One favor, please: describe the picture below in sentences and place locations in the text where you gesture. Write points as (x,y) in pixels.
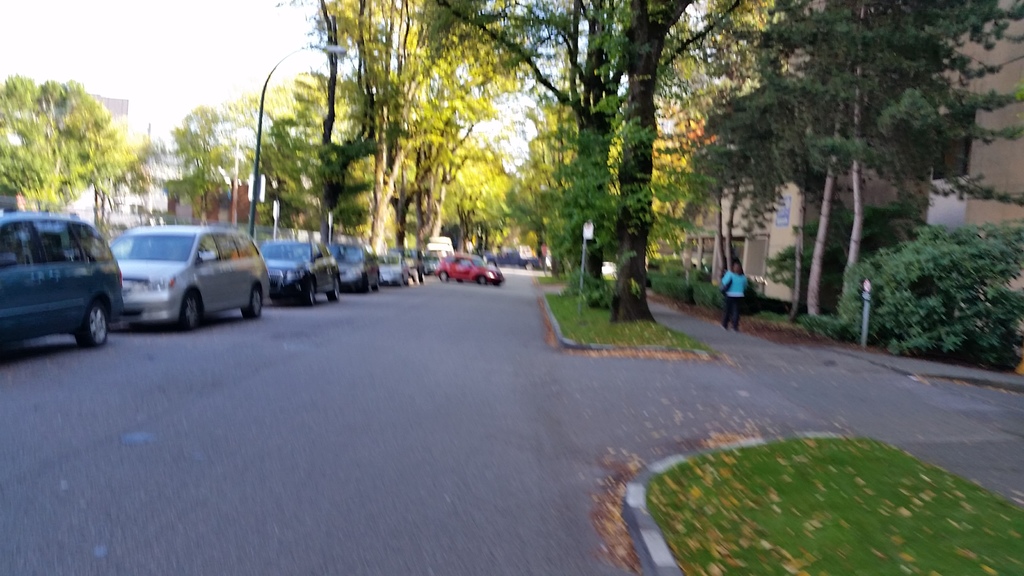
In this image I can see on the left side (191,299) few cars (271,290) are parked on the road (266,325). In the middle (532,232) there are trees (617,305). On the right side (735,284) a woman (734,303) is walking on the road (738,331) and there are buildings (767,271).
